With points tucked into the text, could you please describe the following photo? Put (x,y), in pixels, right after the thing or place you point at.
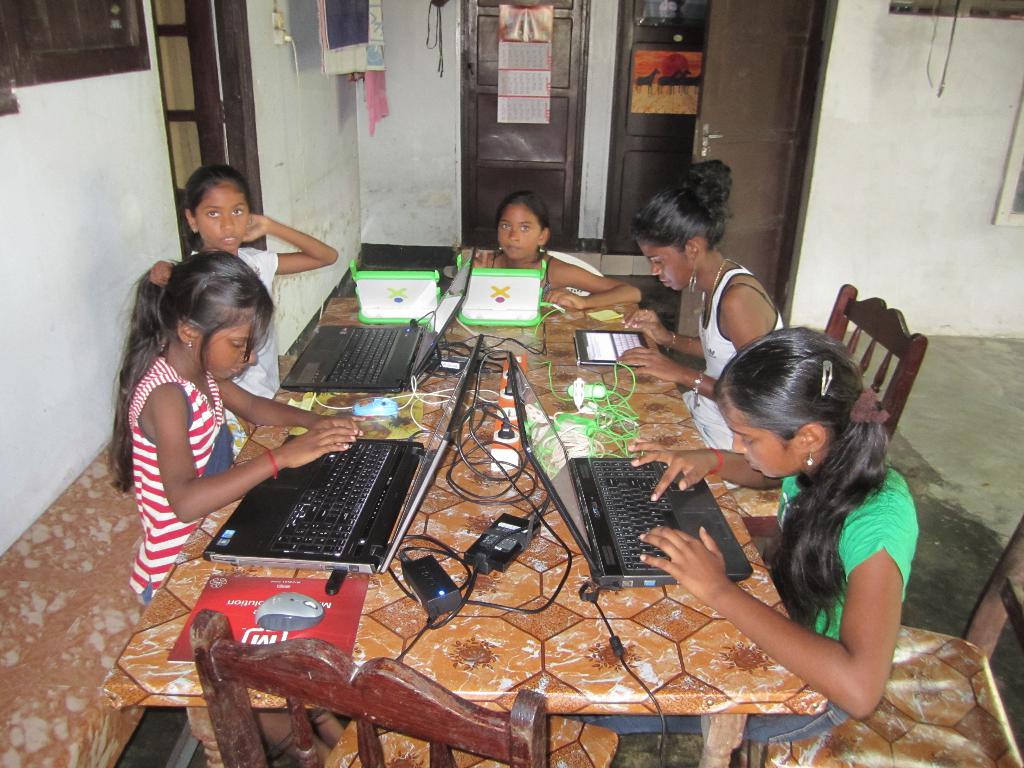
In this image there is a table (491,579) in the middle (638,358) and there are five girls (288,256) sitting around the table (470,473). On the table (457,469) there are laptops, wires (485,403), charging ports (452,590), plug box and two boxes (467,302) on it. In the background (507,123) there is a door (503,148) on which there is a calendar (521,60). Beside the door (473,50) there is a window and a switch box (274,24).
